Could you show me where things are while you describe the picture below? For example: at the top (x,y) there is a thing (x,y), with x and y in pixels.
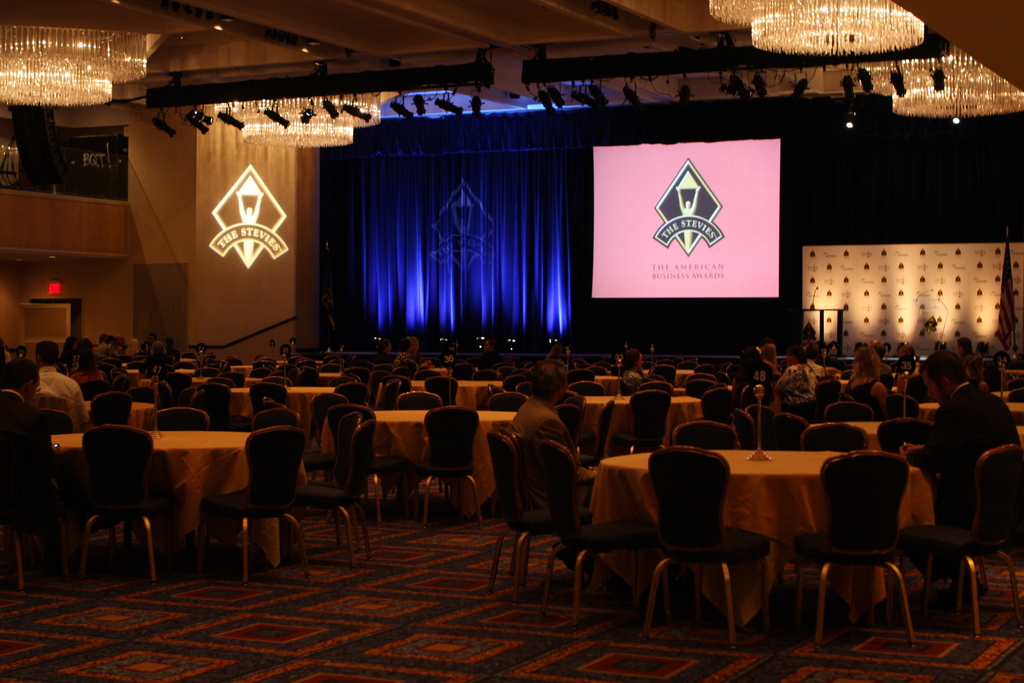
Here we can see a hall (575,329) full of tables (408,433) and chairs (293,423) and people (867,349) sitting on them, at the top (286,138) we can see few chandeliers (303,139) and in the center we can see a projector screen (638,147) and beside that we can see a blue curtain (540,215).
